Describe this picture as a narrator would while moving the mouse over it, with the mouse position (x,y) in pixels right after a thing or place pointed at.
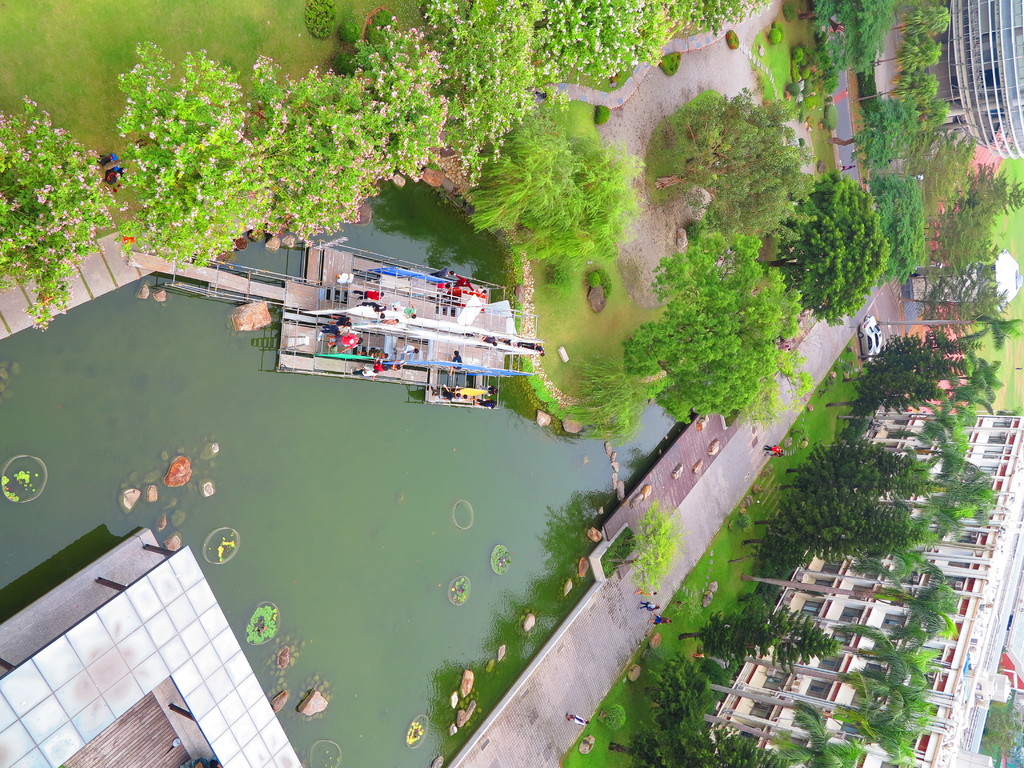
In this image I can see water (362,520) in the centre (408,476) and on the both sides of the water (425,506) I can see grass ground (827,414), trees (540,84) and over the water (296,270) I can see a platform (490,399). I can also see number of people (458,289) are standing on the platform (393,336). On the right side of this image (931,695) I can see few buildings (985,678) and few vehicles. I can also see few more people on the right side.
